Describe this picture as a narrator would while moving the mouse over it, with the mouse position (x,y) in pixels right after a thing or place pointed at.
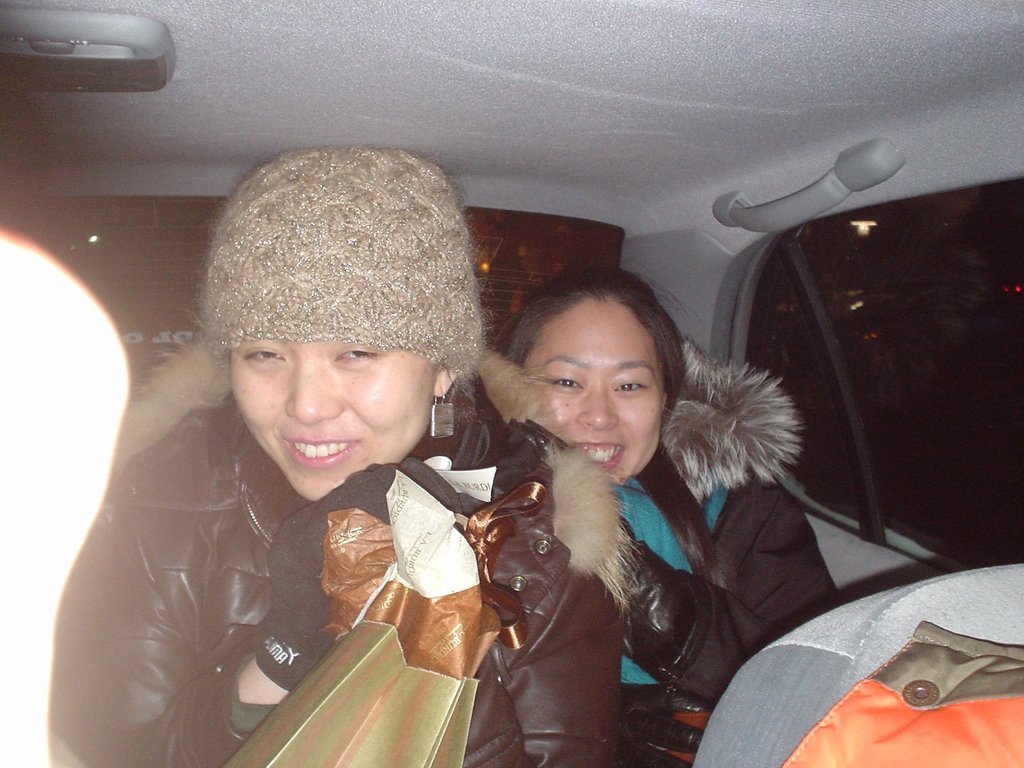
In this image I can see two people (463,449) are sitting in the car (557,251).
